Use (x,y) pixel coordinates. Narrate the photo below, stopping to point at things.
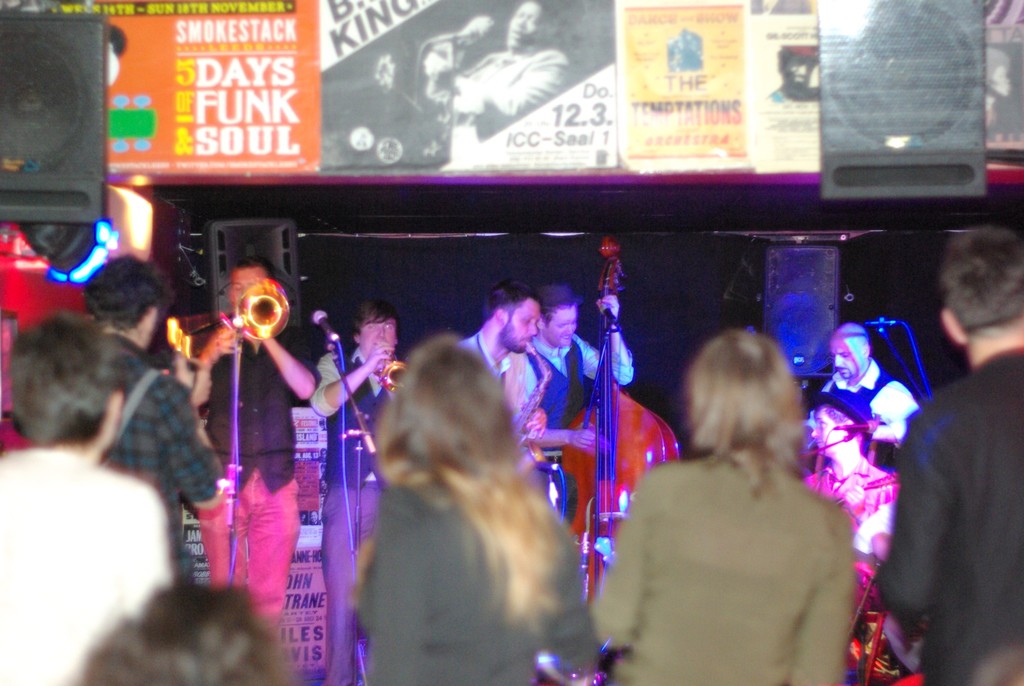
In the image I can see group of people (413,484) are standing among them the people (338,425) in the background (282,408) are holding musical instruments (267,319) in hands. I can also see microphones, boards (312,466) which has something written on them and photos (462,0) of people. I can also see sound speakers (65,175) and some other objects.
